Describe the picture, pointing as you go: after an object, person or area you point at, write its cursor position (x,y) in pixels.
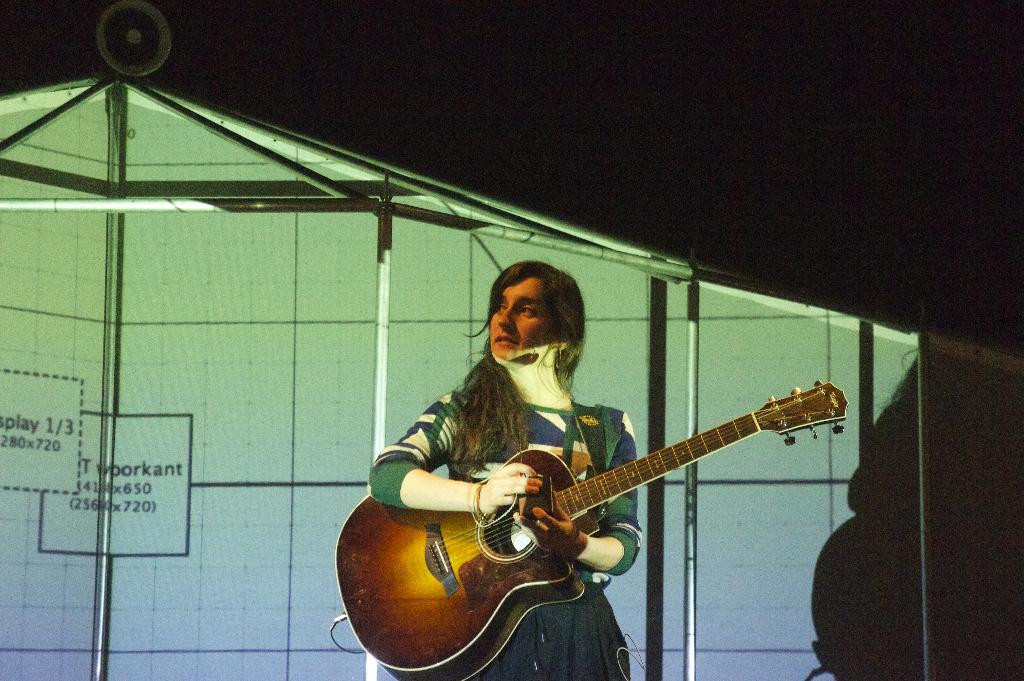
In this picture we can see a woman (495,662) who is holding a guitar (450,640).
